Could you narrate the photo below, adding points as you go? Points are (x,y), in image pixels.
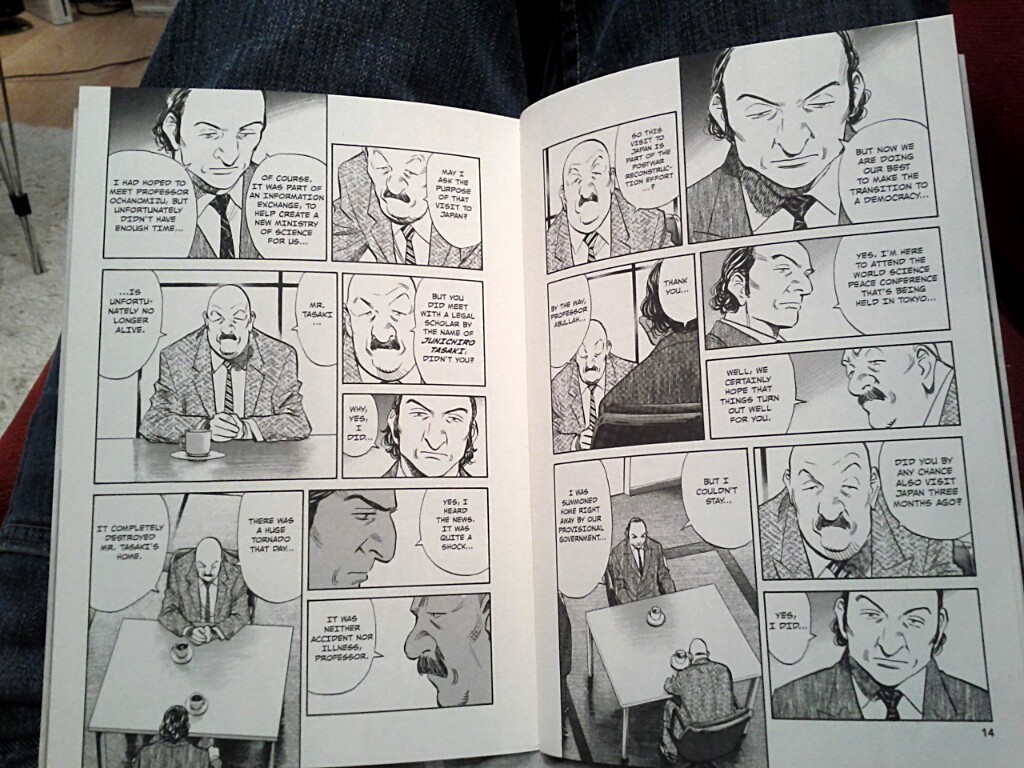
In this picture I can see words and images (278,295) of people (223,392) on the papers (428,280) of a book (371,268), and in the background (186,72) there are some objects (522,85).
